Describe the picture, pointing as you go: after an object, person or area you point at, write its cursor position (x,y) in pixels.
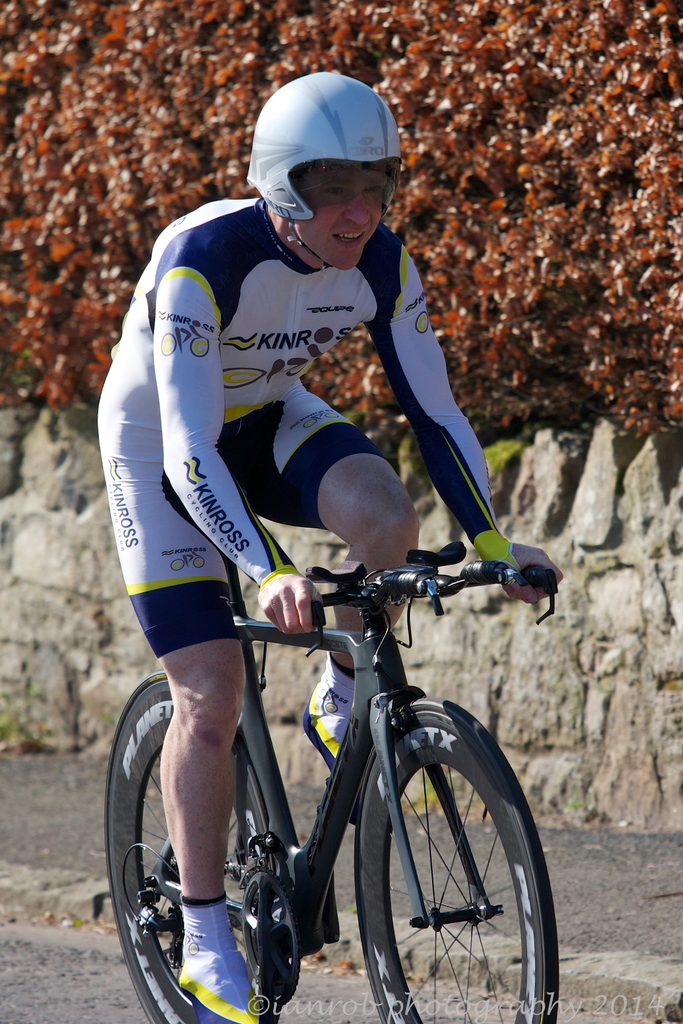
In this image, there is a person (315,348) wearing clothes (280,464) and riding a bicycle (361,718) beside the wall (615,595). This person (218,454) is wearing a helmet (272,175) on his head (306,135). There is a tree (339,38) at the top of the image (246,76).
